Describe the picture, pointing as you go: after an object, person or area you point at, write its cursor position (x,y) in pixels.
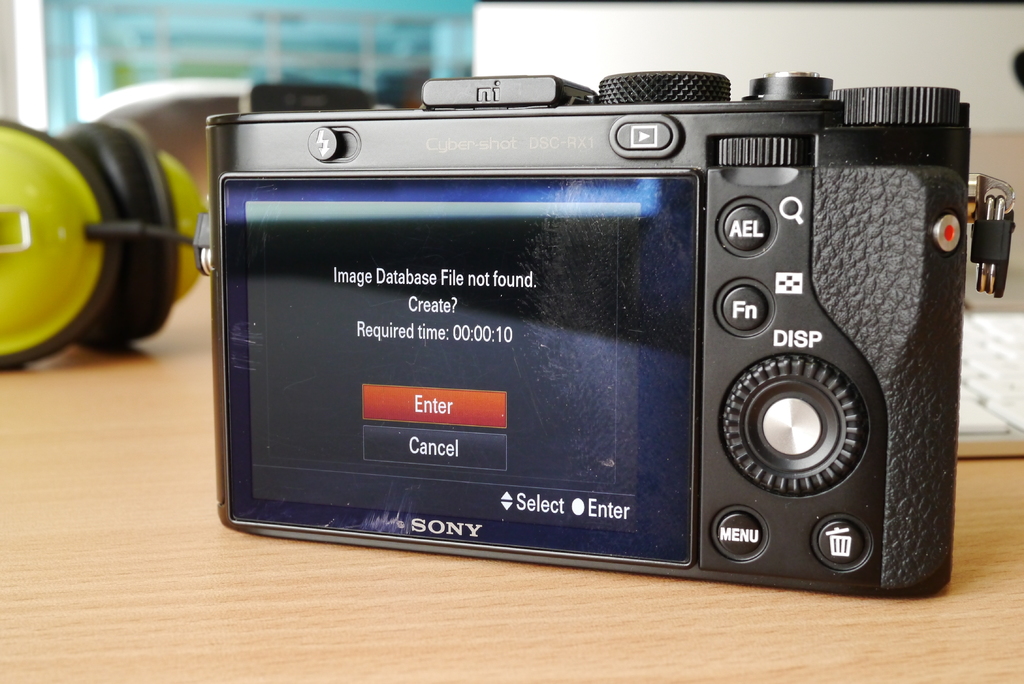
In this picture we can see a table (45,629). On the table (45,629) we can see a camera (789,390), keyboard (995,429) and object (1,335). At the top of the image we can see the wall (628,30).
